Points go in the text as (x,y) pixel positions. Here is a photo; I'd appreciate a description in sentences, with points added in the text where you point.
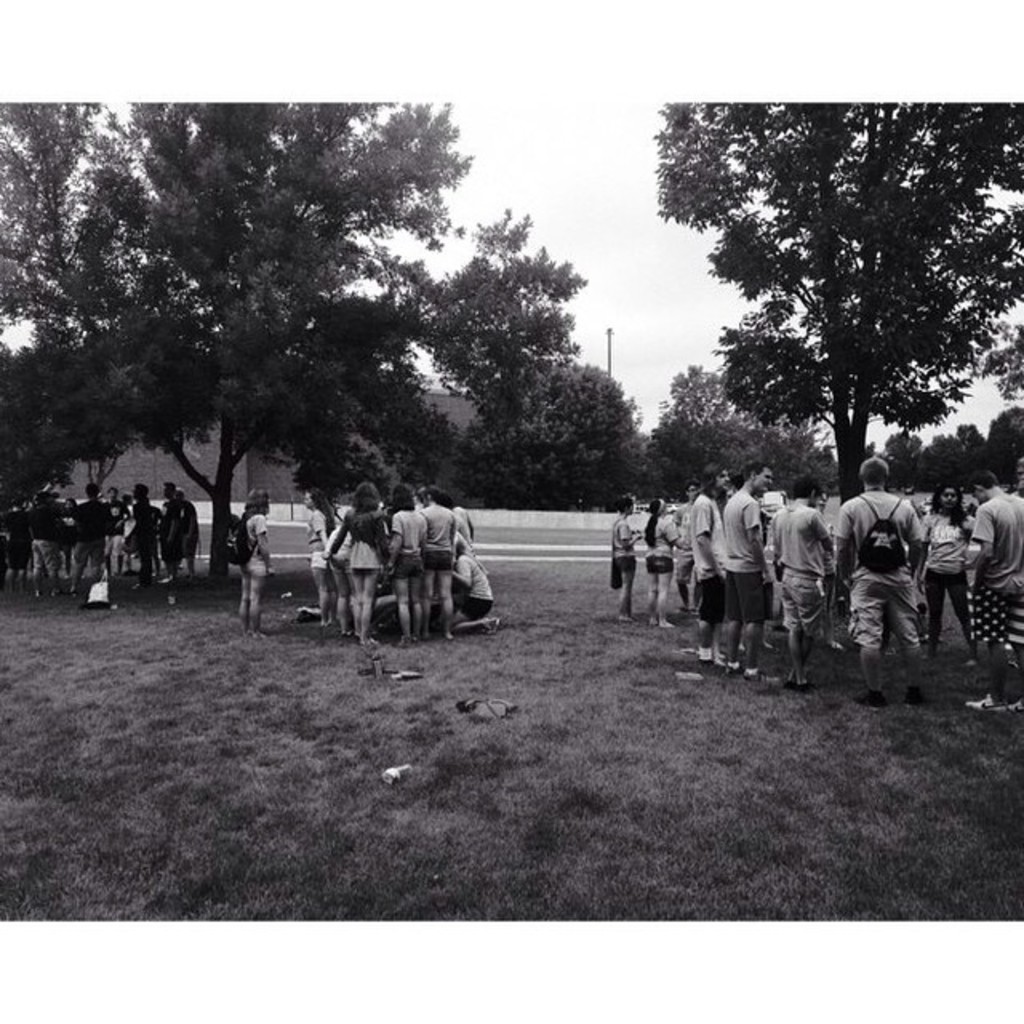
This is a black and white image. In this image we can see many people (43,530). Some are wearing bags (890,556). In the background (291,349) there are many trees (473,312). Also there is sky (535,180). On the ground (387,765) there is grass (618,761).
